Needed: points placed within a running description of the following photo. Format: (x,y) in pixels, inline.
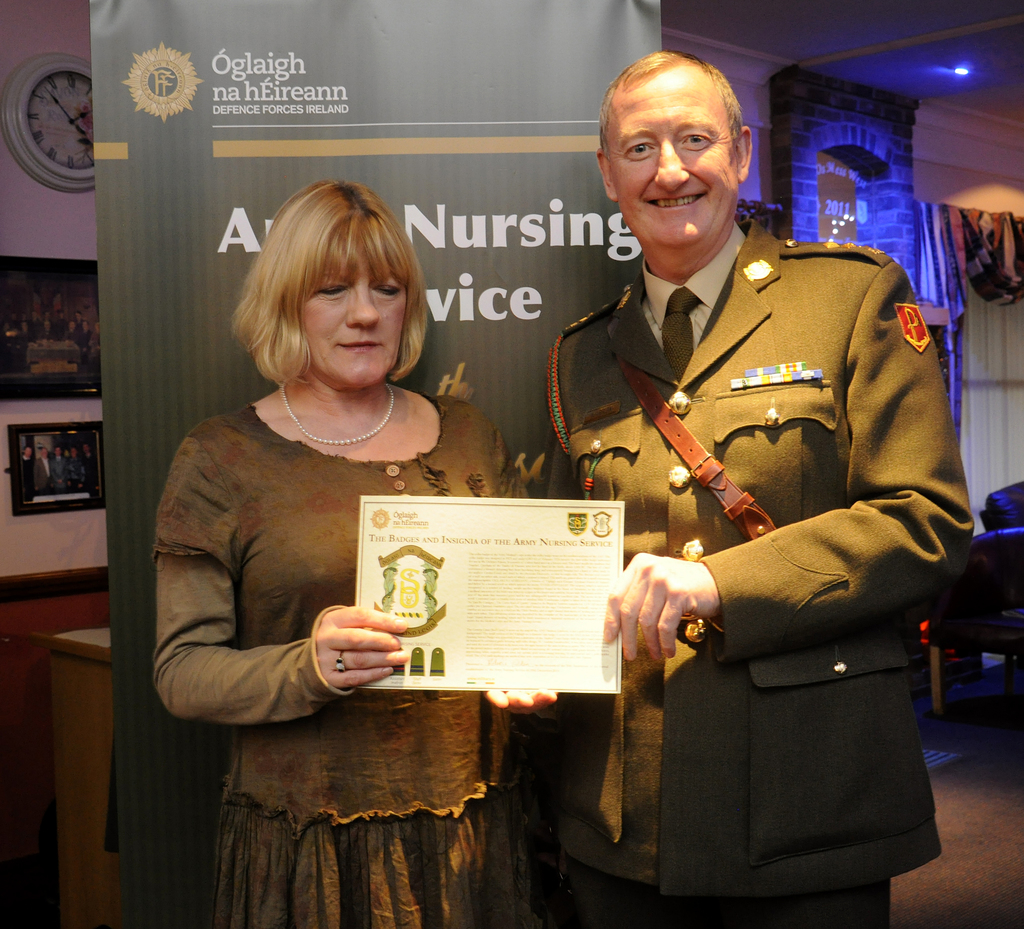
In this image I can see two persons (609,122) are standing on the floor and are holding a certificate (535,663) in hand (520,693). In the background (392,61) I can see a poster (218,312), chairs (988,539), photo frames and a clock (68,97) on a wall (93,247). This image is taken may be in a hall (1018,116).
